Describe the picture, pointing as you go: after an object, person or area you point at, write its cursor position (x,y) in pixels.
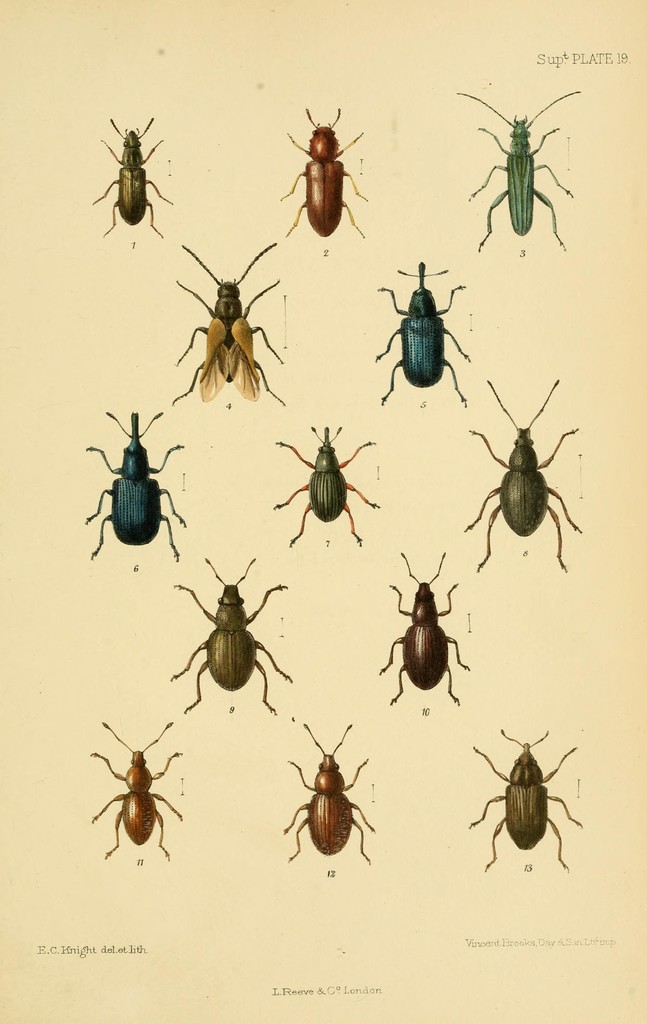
In this image we can see a drawing (128,176) of group of insect (518,819) as on a paper (187,768).
